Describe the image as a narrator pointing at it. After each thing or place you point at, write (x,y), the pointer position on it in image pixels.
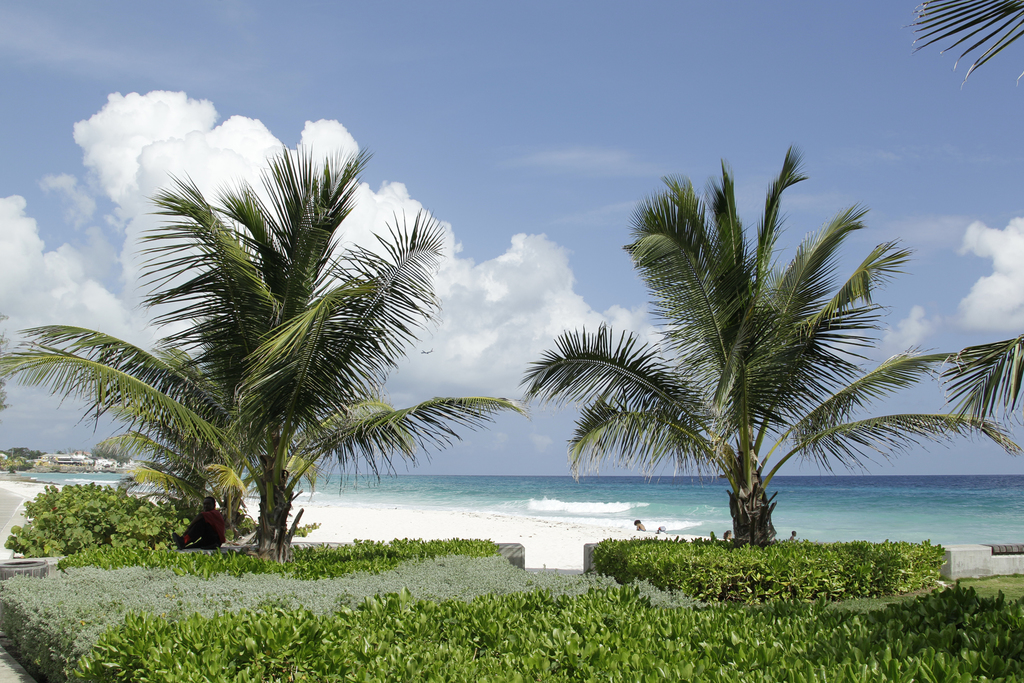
In this image there is a person (202,536) sitting under the tree (263,532). Bottom of the image (281,591) there are plants (369,559) and trees (260,518). Few people (665,528) are in the water (655,513) having tides (625,502). Left side (18,452) there are buildings (59,462) and trees (11,463). Top of the image (514,128) there is sky (528,177) with some clouds (497,276).
